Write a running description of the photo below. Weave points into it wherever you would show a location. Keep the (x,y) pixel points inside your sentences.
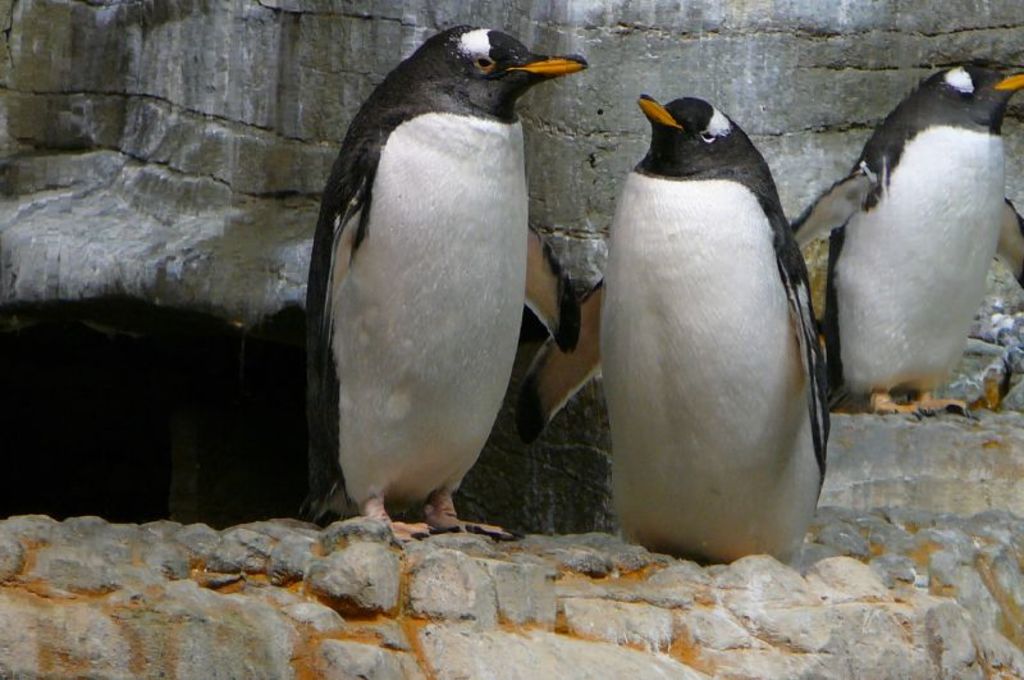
In this image we can see penguins (781,489) on the rocks (390,562). In the background of the image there is wall (95,96).
